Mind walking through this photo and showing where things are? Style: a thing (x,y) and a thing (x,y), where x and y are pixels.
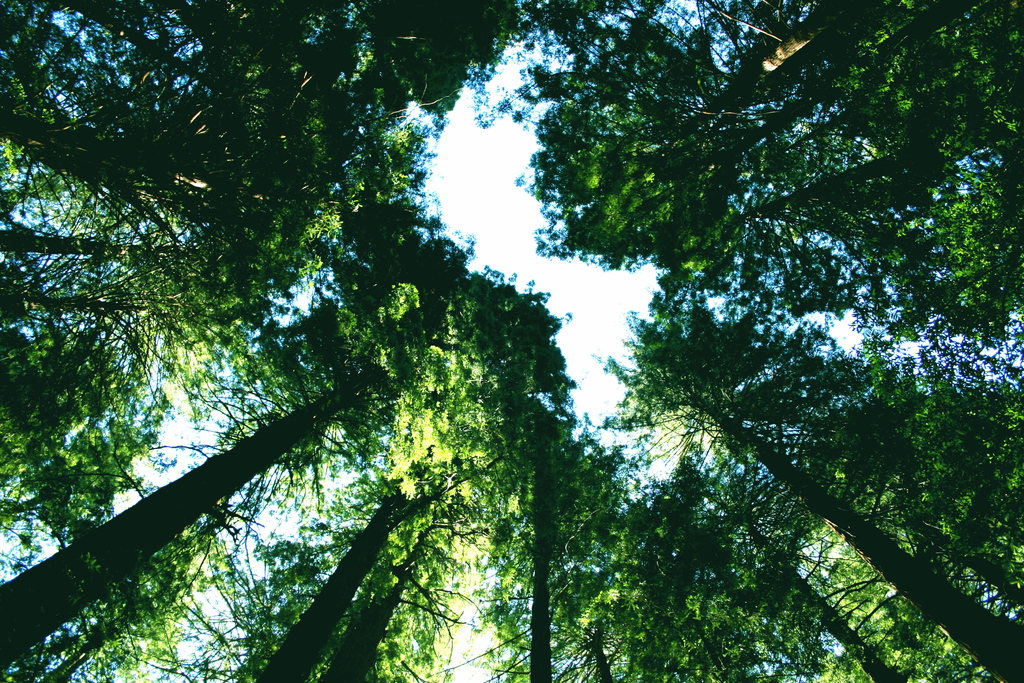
In this picture we can see trees (529,389) and sky (615,280).
